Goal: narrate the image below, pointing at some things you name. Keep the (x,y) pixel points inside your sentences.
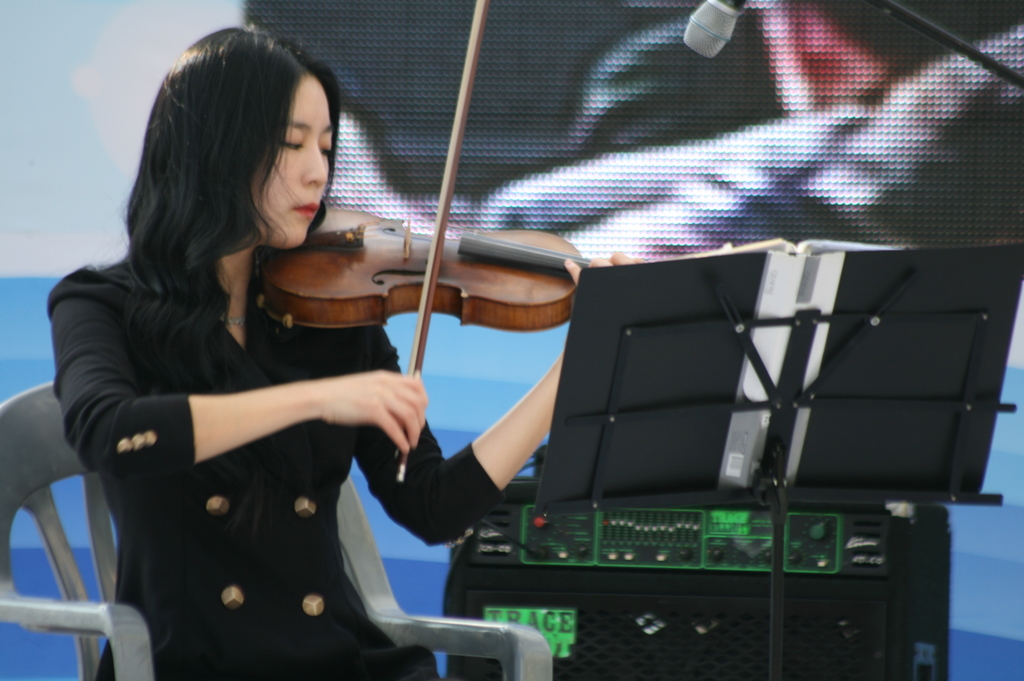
A girl (247,474) is sitting on a chair (144,640) wearing a black dress (216,387) and playing violin (417,277). There are papers (785,317) and its stand (811,345). There is a microphone (714,55) at the right top (714,13). There is an amplifier (559,549) and a screen (617,166) at the back (539,549).
